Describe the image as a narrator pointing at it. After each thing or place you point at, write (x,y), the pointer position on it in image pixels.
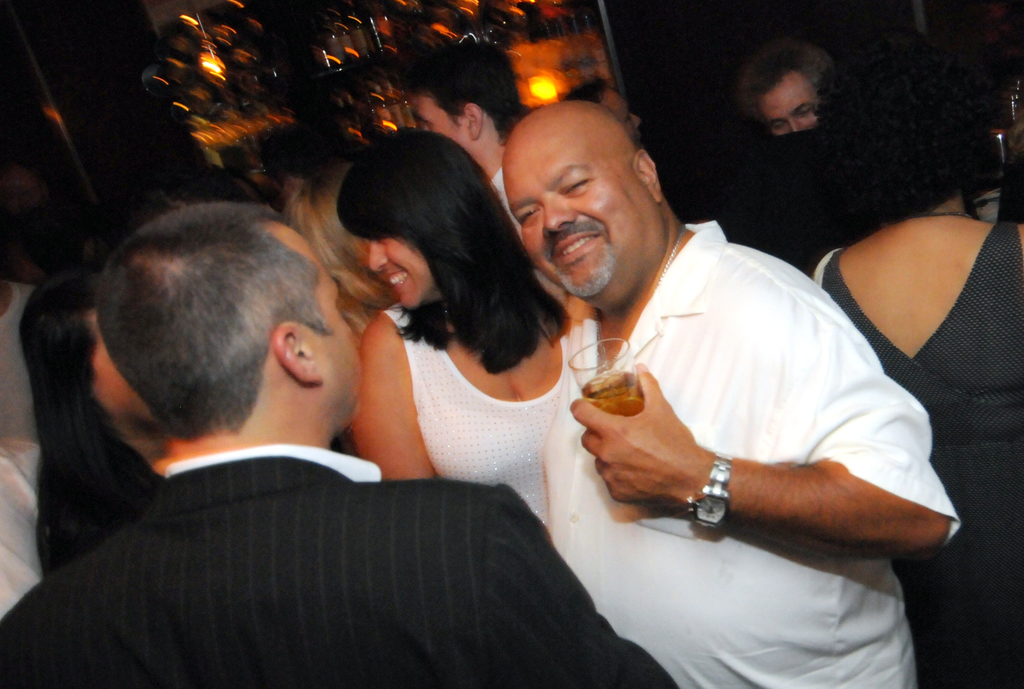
In this image we can see people (719,375). The man (896,547) standing in the center (599,395) is holding a wine glass (610,365). In the background (547,91) there are lights (533,94).
